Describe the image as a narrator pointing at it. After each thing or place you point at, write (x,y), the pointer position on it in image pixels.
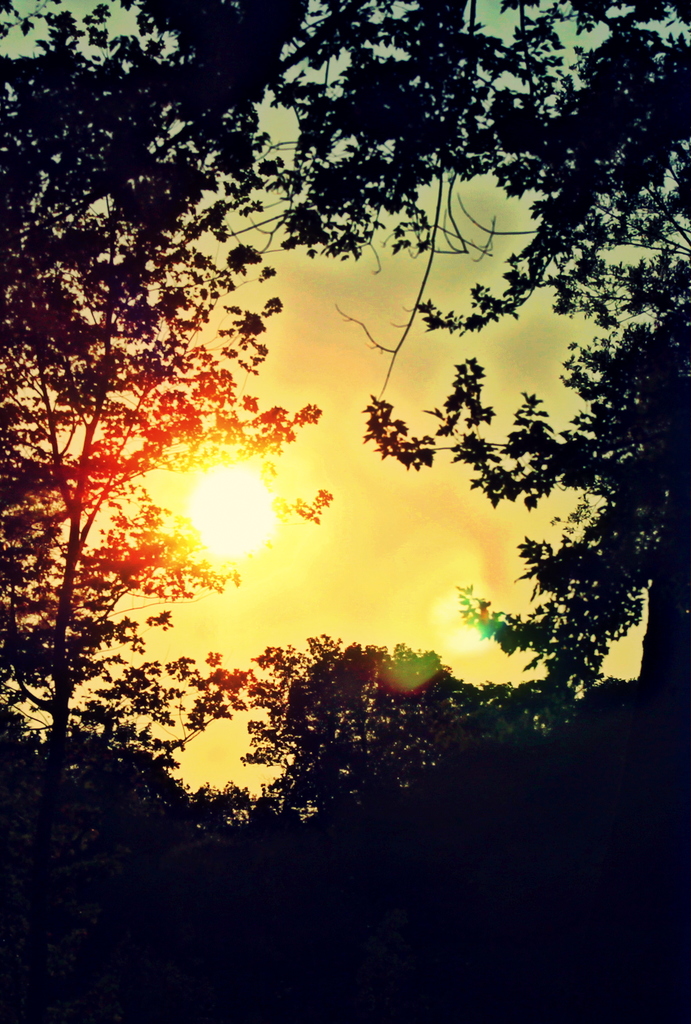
In this picture we can see trees (185,4), sun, and sky (274,178).
